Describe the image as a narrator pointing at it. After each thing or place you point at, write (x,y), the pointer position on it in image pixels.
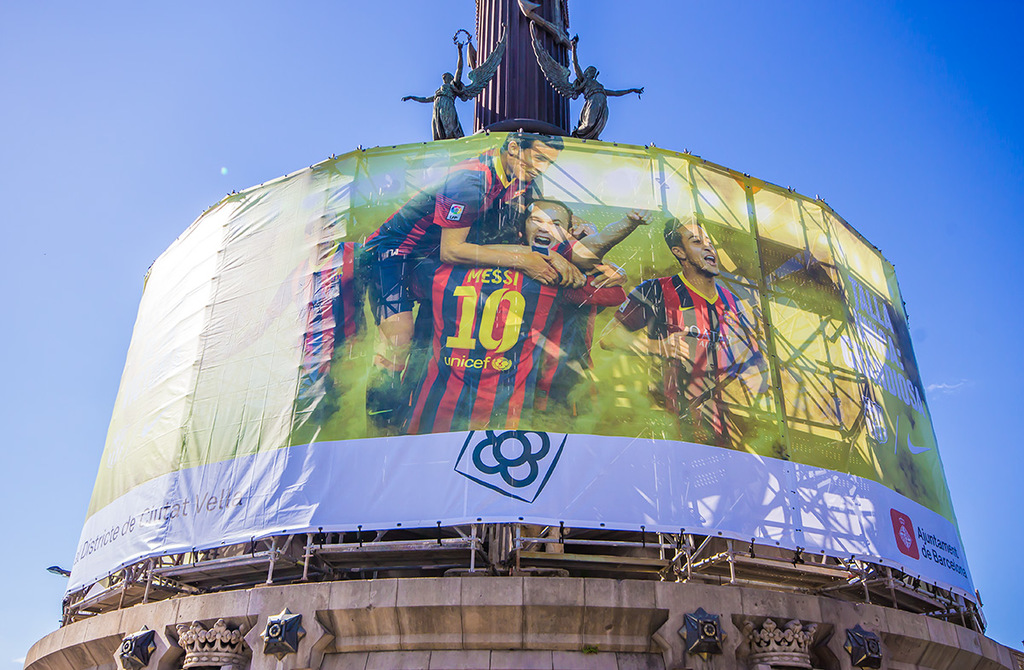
This picture describe about the football players banner (228,310) placed on the brown color tower (385,591). Above we can see two statues (452,94) on the tower (509,116).
